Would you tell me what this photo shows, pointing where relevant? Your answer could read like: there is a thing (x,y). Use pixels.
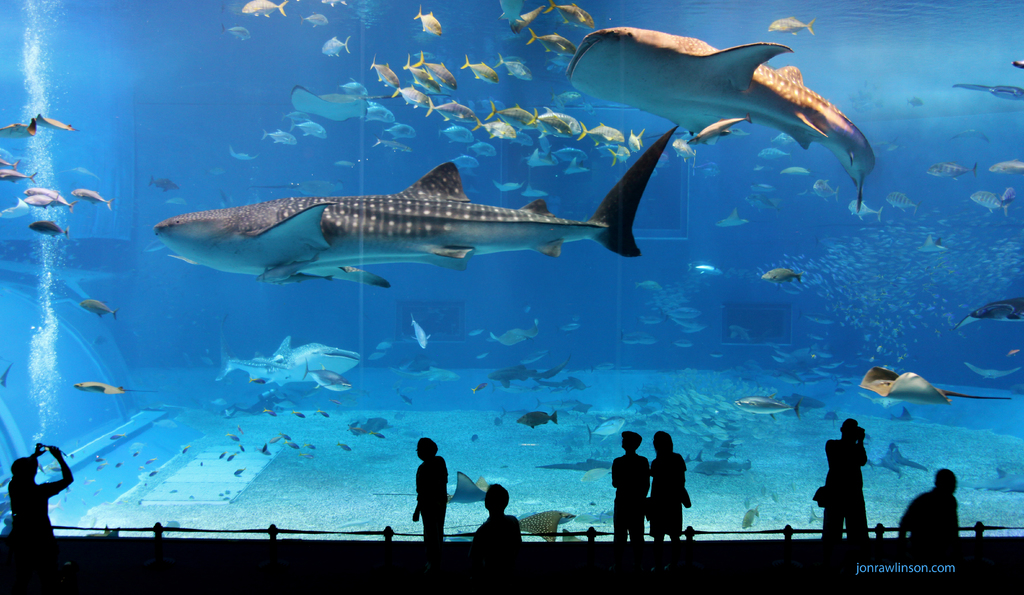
In this image, we can see an aquarium (494,297) with water (464,314) and fishes (820,188). At the bottom (911,522), we can see a group of people (952,531). Right side (887,563) bottom, there is a watermark (901,565) in the image.
